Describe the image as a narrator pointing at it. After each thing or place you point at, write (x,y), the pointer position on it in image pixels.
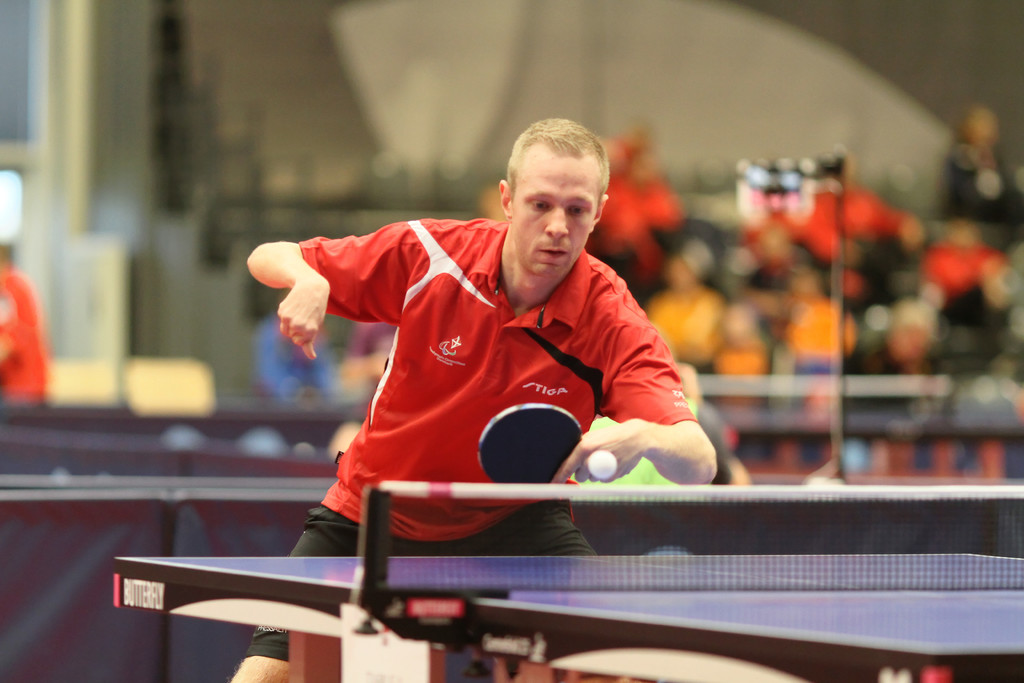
Background (676,300) is blurry and we can see persons (825,319) here. We can see a man (425,353) wearing red colour t shirt (450,389) playing a table tennis near to the table tennis table (621,577).
